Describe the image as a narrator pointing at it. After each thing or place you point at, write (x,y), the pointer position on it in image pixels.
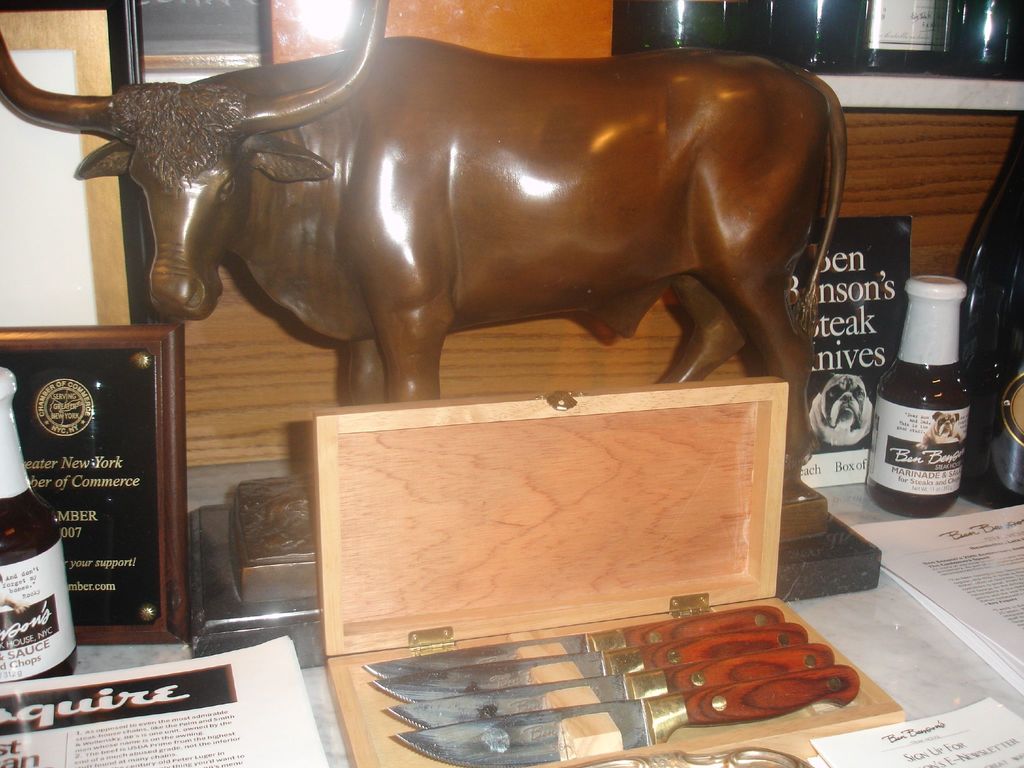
On this surface (886,684) we can see papers (186,739), knives (537,762) in a wooden box (550,475), bottles (996,376), statue (607,207) and things (866,277). Here we can see bottles (904,20).
